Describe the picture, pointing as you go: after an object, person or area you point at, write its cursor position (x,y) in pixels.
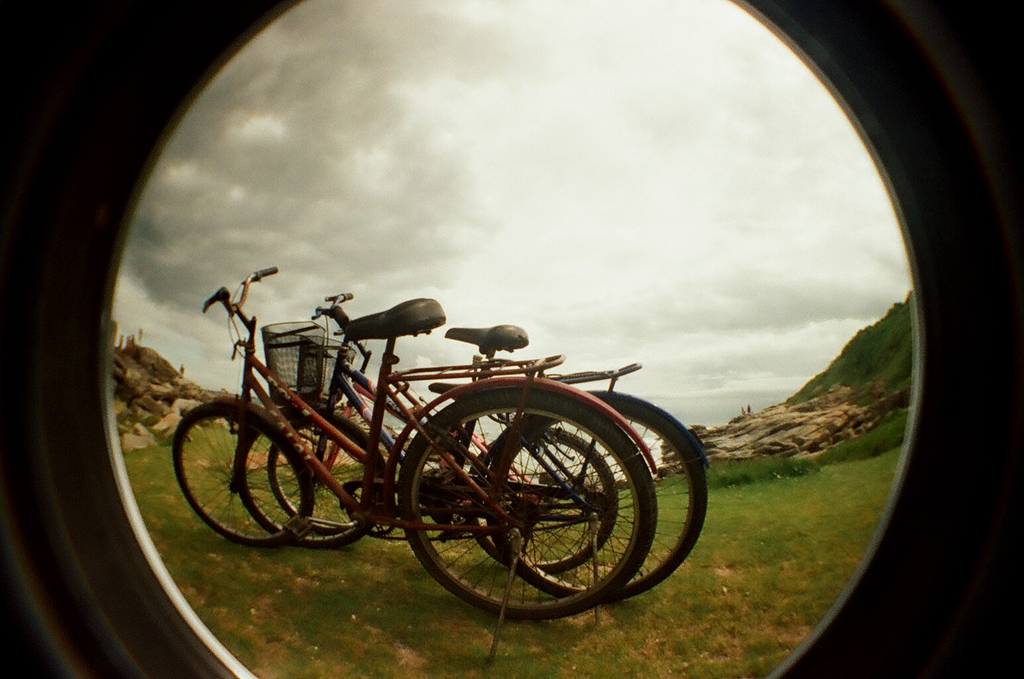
In this image we can see three bicycles (418,450) on the ground (398,601), there are some rocks (777,431) and grass (783,517), in the background (369,274) we can see the sky (467,222).
